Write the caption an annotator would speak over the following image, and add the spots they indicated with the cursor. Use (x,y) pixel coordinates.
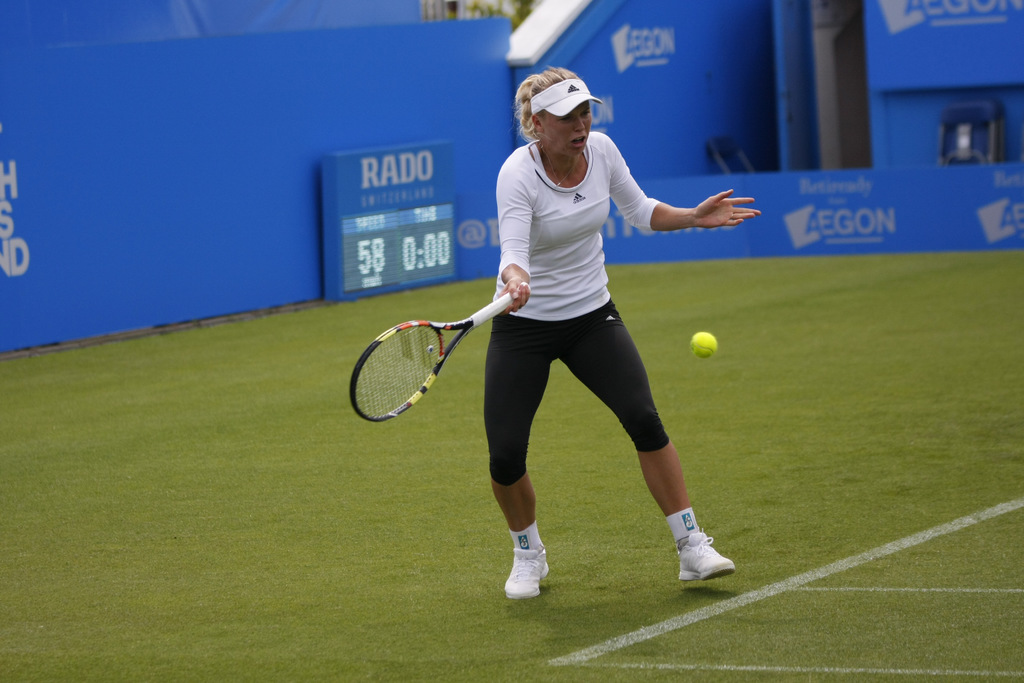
This is the picture of a sports person (588,267) who is white shirt (537,319) and black short (498,388) wearing white shoes (706,550) holding a bat (458,320) is on the grass floor (649,319) and the background (24,151) is blue in color and ball (700,343) is in green color.
